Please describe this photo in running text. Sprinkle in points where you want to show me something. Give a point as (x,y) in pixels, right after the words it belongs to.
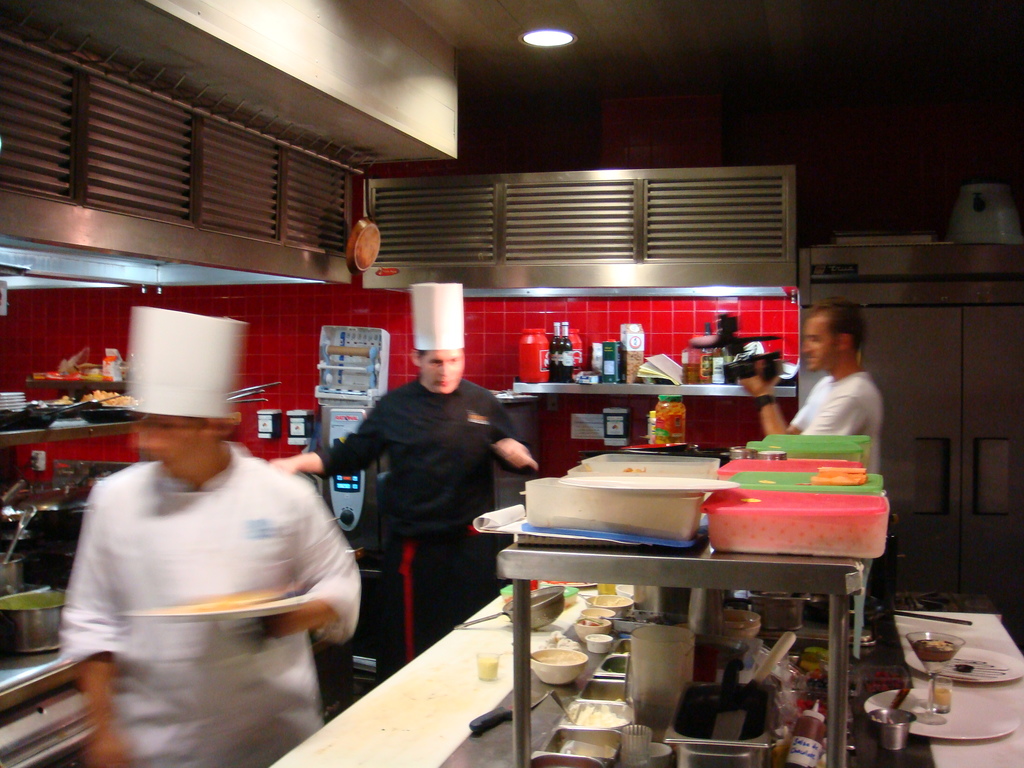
In this image I can see three persons (504,454) are standing on the floor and two persons (269,638) are holding an object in hand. In the background (208,163) I can see a wall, kitchen cabinet (217,174), tools (87,407), bottles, door (991,401) and light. At the bottom (381,733) I can see a table (454,739) on which bowls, cups (638,673) and food boxes (736,542) are there. This image is taken may be in a room (378,366).
